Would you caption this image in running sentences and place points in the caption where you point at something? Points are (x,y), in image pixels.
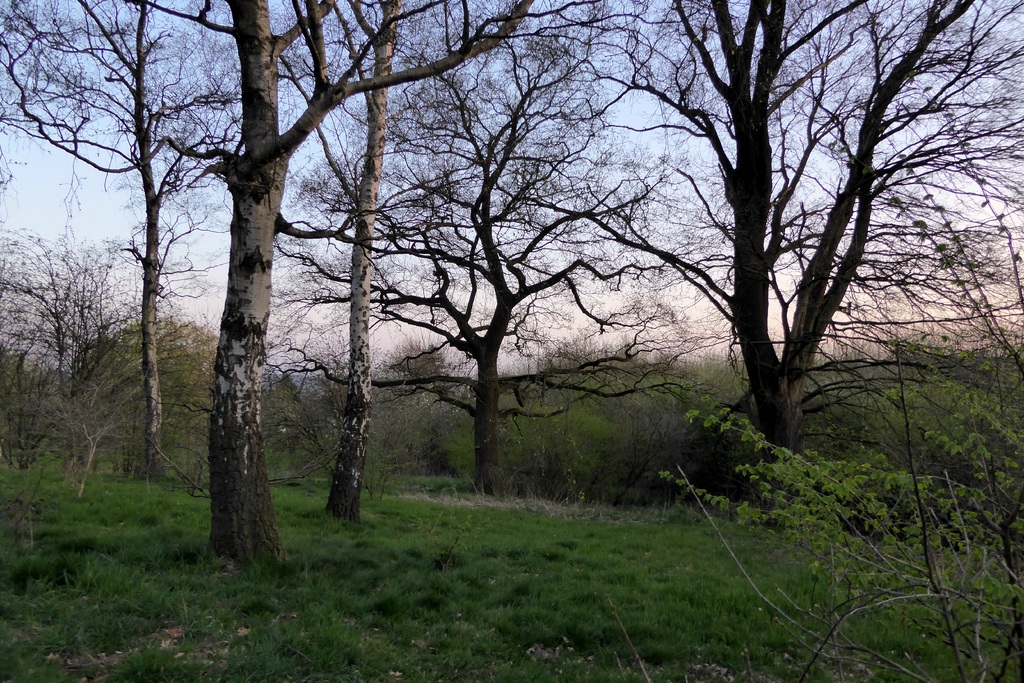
In this image we can see trees (541,377), plants (968,365), grass (578,611) on the ground (383,566), also we can see the sky (607,139).
